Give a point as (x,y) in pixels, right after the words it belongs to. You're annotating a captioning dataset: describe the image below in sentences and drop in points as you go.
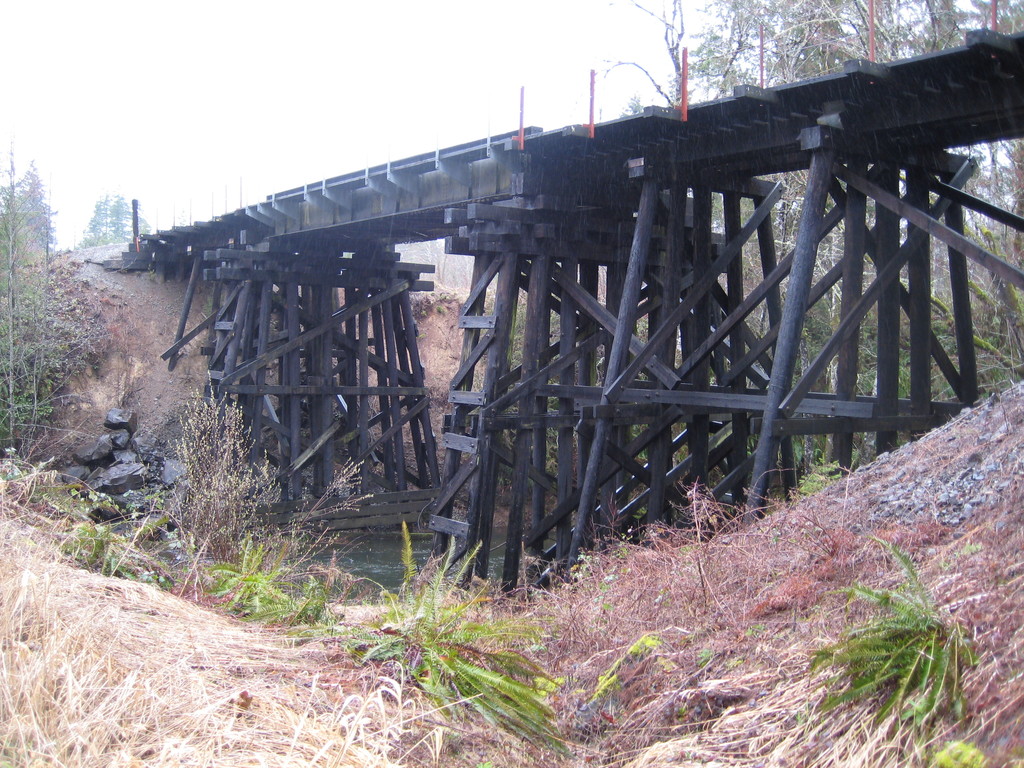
In this picture we can see grass (789,688) and plants (494,711) at the bottom (801,683), there is a bridge (660,238) on the right side (685,245), we can see some rocks (165,452) here, in the background (771,42) there are trees (797,21), we can see the sky (602,61) at the top of the picture (318,88).
